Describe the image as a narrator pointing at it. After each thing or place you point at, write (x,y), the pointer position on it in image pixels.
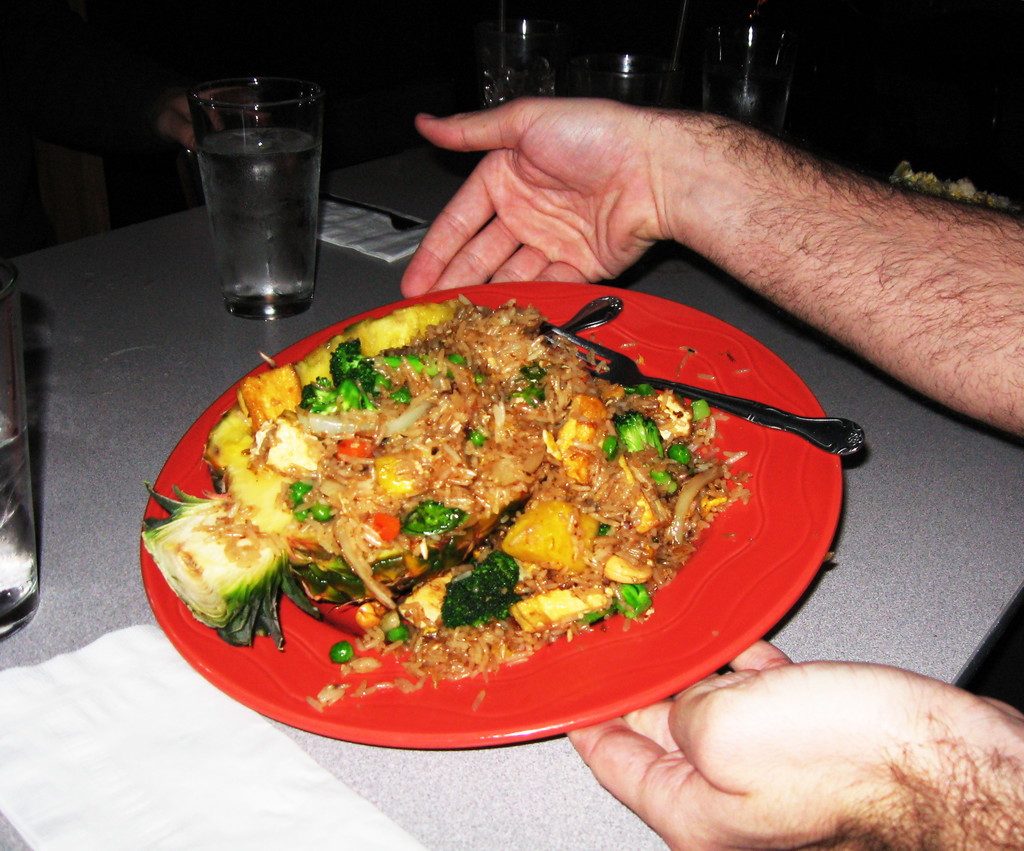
This picture shows food (450,612) in the plate (458,721). We see a fork (625,355) and a spoon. We see a human (587,225) holding a plate (604,714) with the hands (491,235) and we see table (190,224) and glasses (494,60) and few napkins (107,780) on the table (47,501).
